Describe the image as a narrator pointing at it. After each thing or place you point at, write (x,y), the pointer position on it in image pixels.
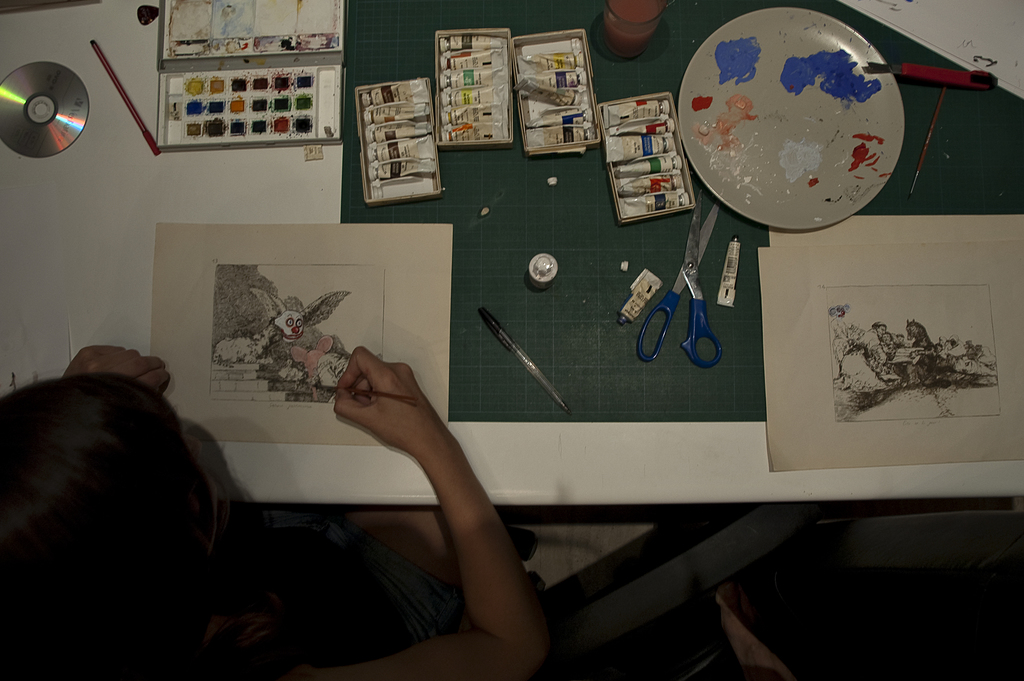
In this picture there is a woman (305,592) sitting and painting. There are papers (267,428) and there is a scissor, disc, plate (858,53), knife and glass (614,37), pen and painting box (237,62) on the table (633,439). At the bottom (605,561) it looks like a floor (605,561).
